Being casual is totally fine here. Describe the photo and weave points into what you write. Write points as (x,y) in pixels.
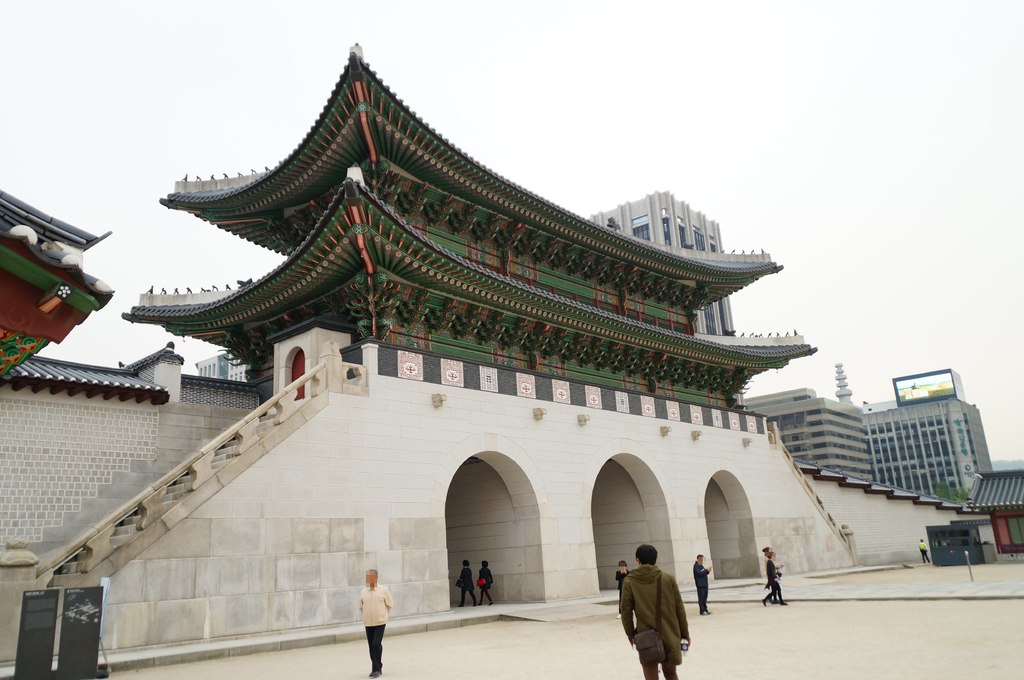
In this image, this looks like a gyeongbokgung palace (610,360). I can see few people (373,620) walking. These look like two boards (68,627). These are the stairs (110,534). I can see an arch (532,489). These are the buildings (956,442). This looks like a hoarding (945,399), which is at the top of the building (929,419).
